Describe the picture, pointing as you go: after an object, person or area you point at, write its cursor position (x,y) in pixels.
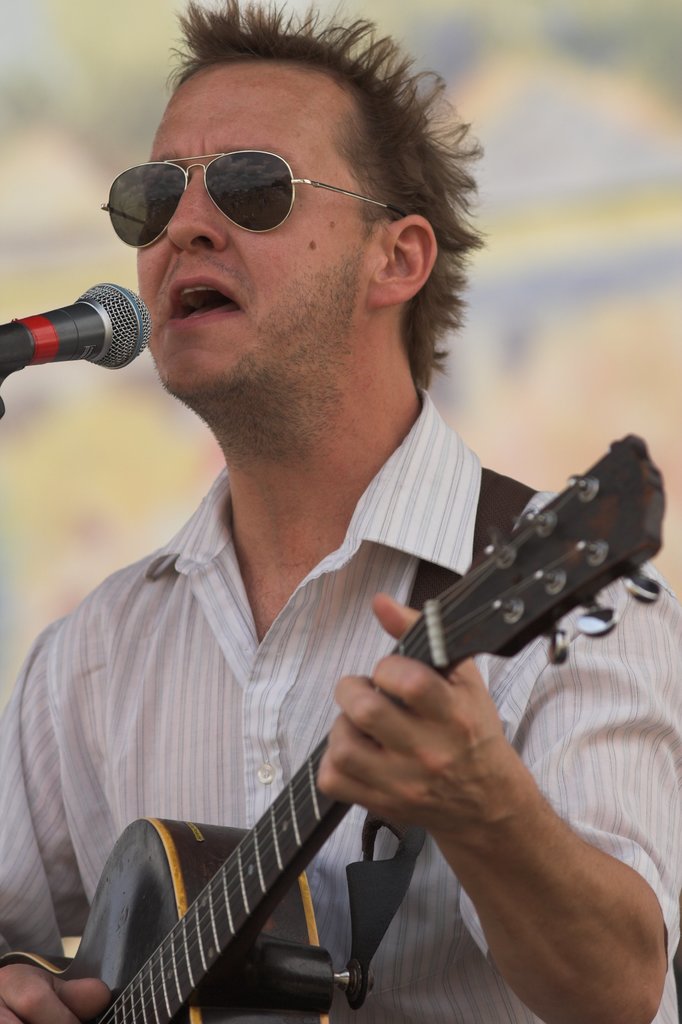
In this picture there is a man (564,799) playing guitar (226,903) and singing. He is wearing a white shirt (182,701) and sunglasses (263,193). In front of him there is a microphone (56,332). The background (579,345) is blurred.
